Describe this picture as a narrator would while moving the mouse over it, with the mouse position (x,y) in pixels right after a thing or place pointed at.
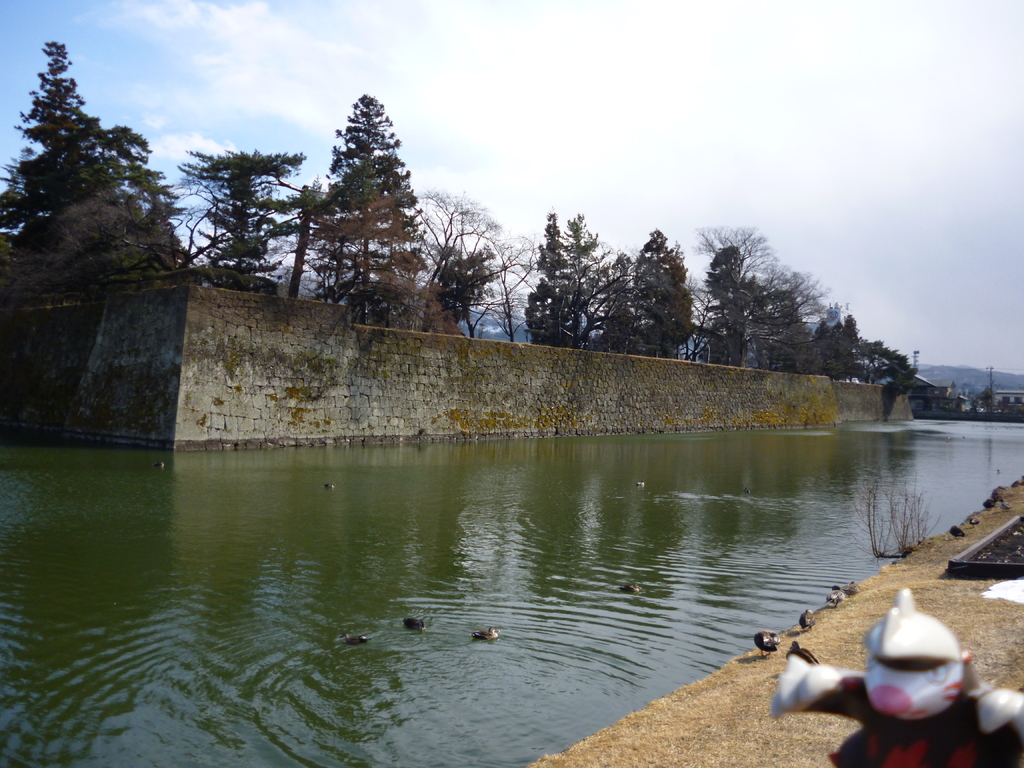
In this picture we can see few birds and water (508,467), in the background (96,232) we can find few trees (508,261) and houses (998,404).
